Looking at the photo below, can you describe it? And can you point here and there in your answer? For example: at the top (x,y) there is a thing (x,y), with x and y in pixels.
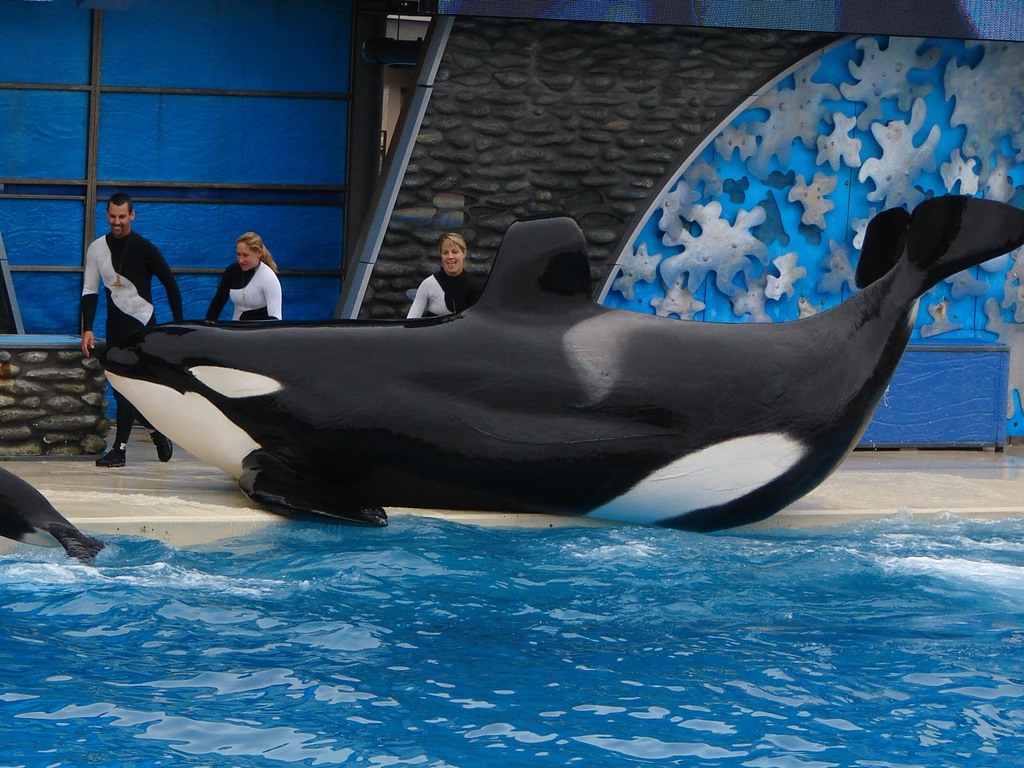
In this image I can see two orcas (348,475), water (413,637) and fence (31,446). In the background (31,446) I can see three persons (272,319), wall (487,238) and metal rods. This image is taken may be during a day.
